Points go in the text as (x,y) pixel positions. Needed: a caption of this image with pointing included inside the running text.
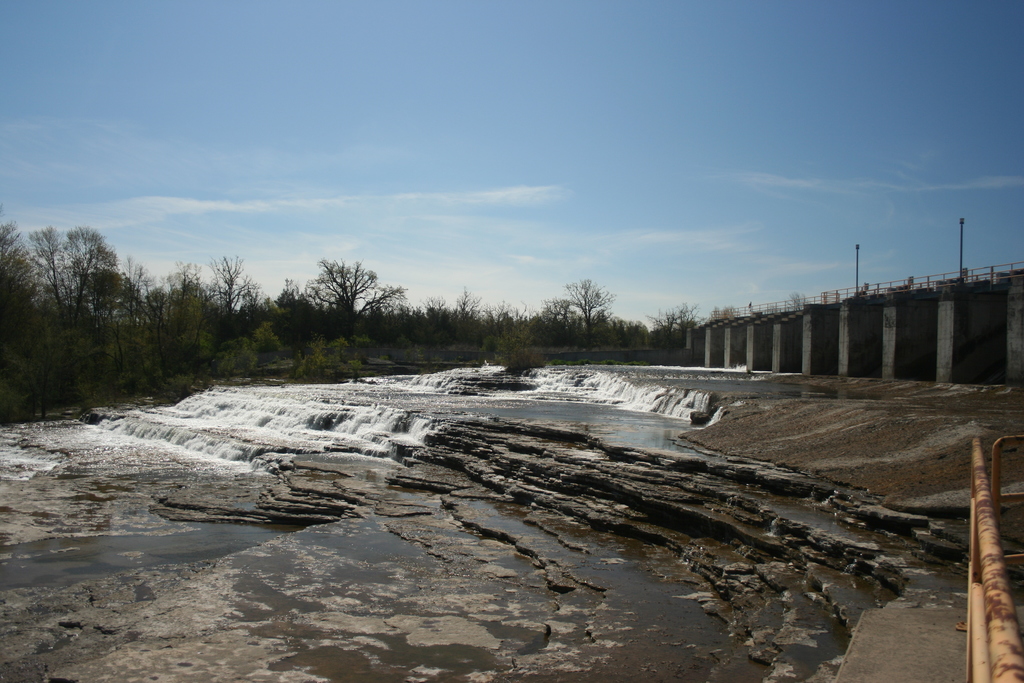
In the center of the image (573,395) there is water (67,469) flowing on the stones (45,521). In the background of the image (411,339) there are trees (473,335). To the right side of the image (813,301) there is fencing (816,301). There is a rod (1010,642).
